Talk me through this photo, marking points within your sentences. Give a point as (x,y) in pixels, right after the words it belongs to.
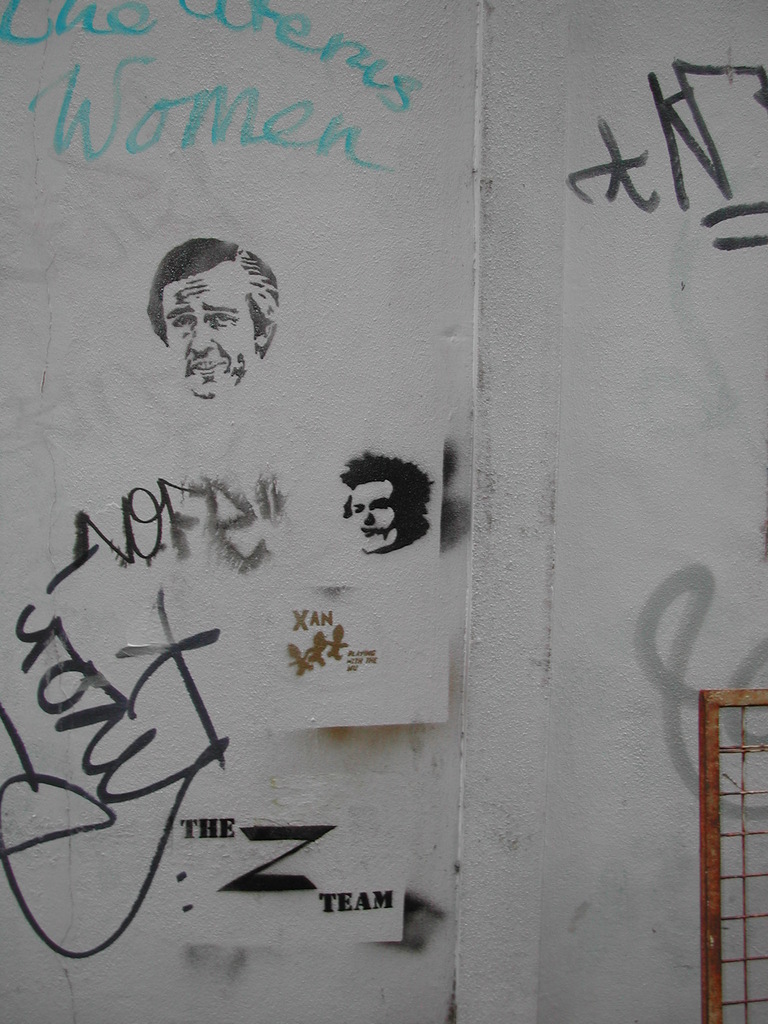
In this picture we can see there are some drawings (349,468) and words (134,509) on the wall (217,435) and in front of the wall (669,810) there is a rusted fence (703,885).
